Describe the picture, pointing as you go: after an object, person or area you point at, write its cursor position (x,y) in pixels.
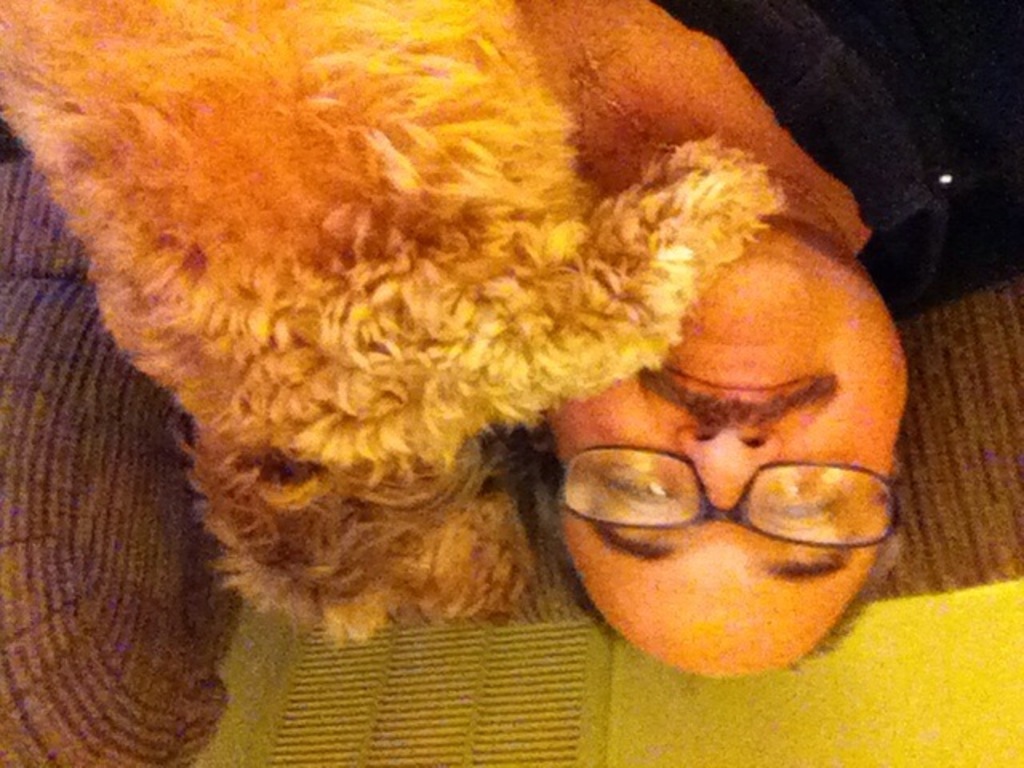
This is a rotated image. In this image there is a person (778,299) sitting on the sofa (1002,443), beside him there is a dog (322,279). In the background (612,715) there is a wall (971,687).
